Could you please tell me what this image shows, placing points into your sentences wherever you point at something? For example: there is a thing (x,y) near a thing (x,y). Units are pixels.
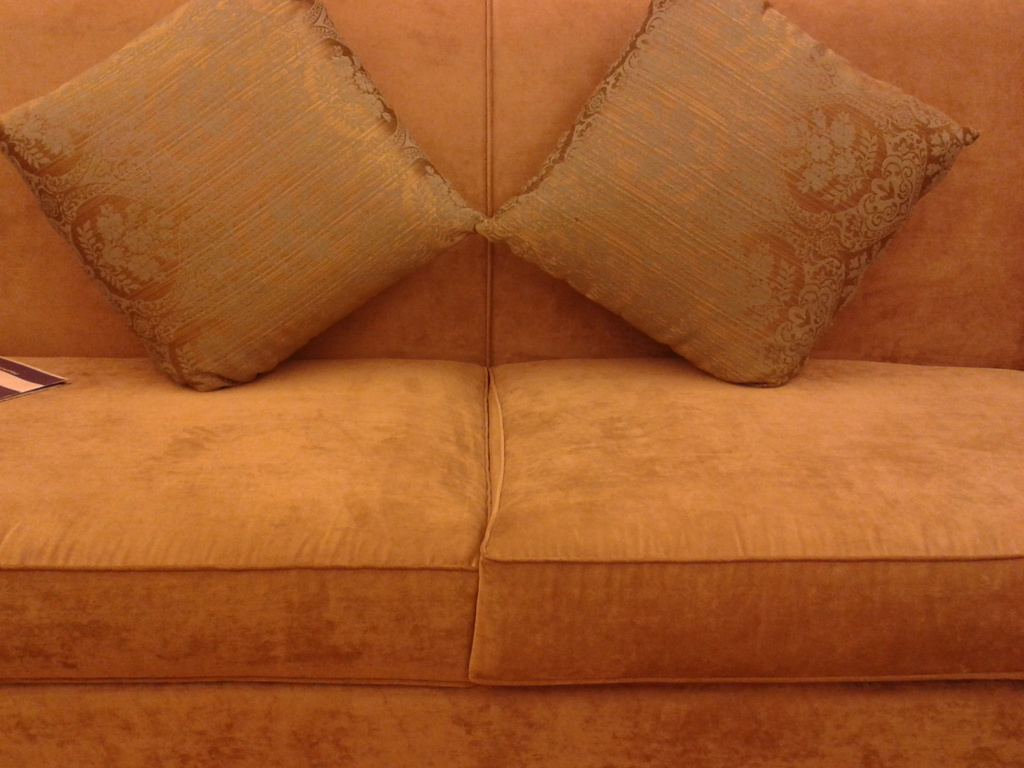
In this picture there is a sofa (957,594) which is orange in color and there are two pillows (66,142) which are placed on the sofa (12,422).
